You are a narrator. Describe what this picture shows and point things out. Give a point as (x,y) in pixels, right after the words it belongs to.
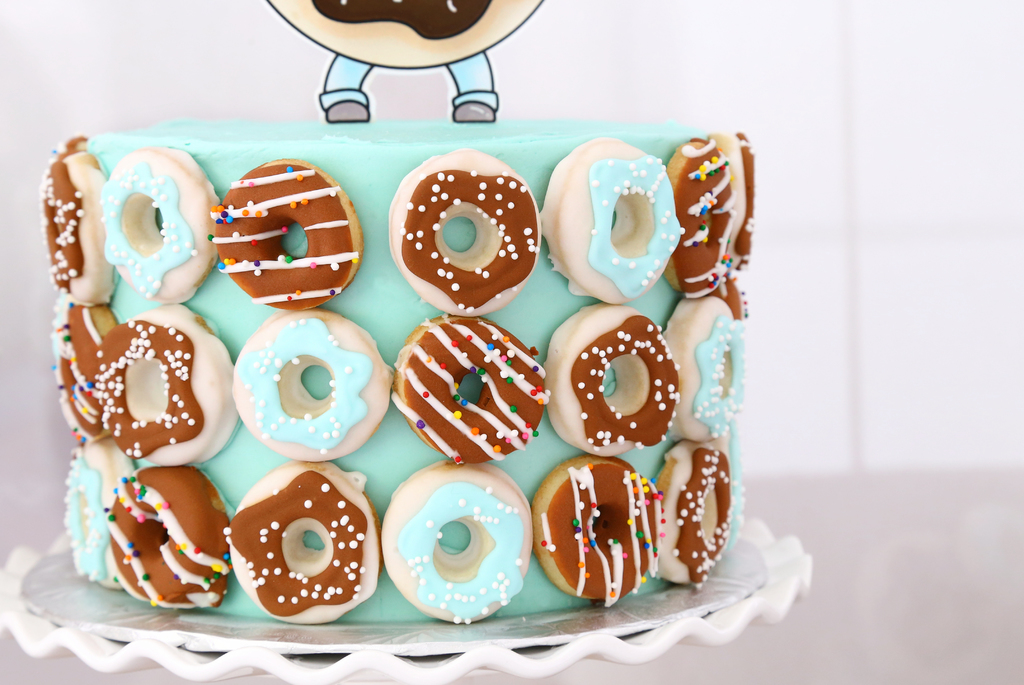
In this image I can see the cake (374,422) which is colorful. It is on the white color object (449,669). And there is a white background (958,14).
